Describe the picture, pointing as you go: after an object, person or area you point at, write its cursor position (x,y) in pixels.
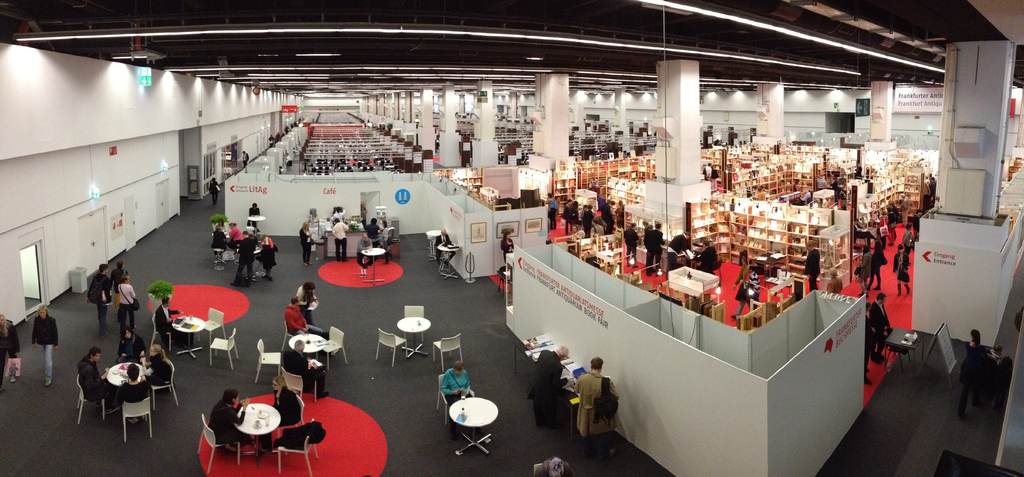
In this picture we can see a group of people (650,225) some are standing and some are sitting on chair (332,339) and in front of them there is table (318,344) and on table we have some items (192,319) and here some people (92,301) are walking and in background (355,141) we can say it is as racks (757,240), pillar (428,116), wall (241,112), doors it is looking like a book fair.
